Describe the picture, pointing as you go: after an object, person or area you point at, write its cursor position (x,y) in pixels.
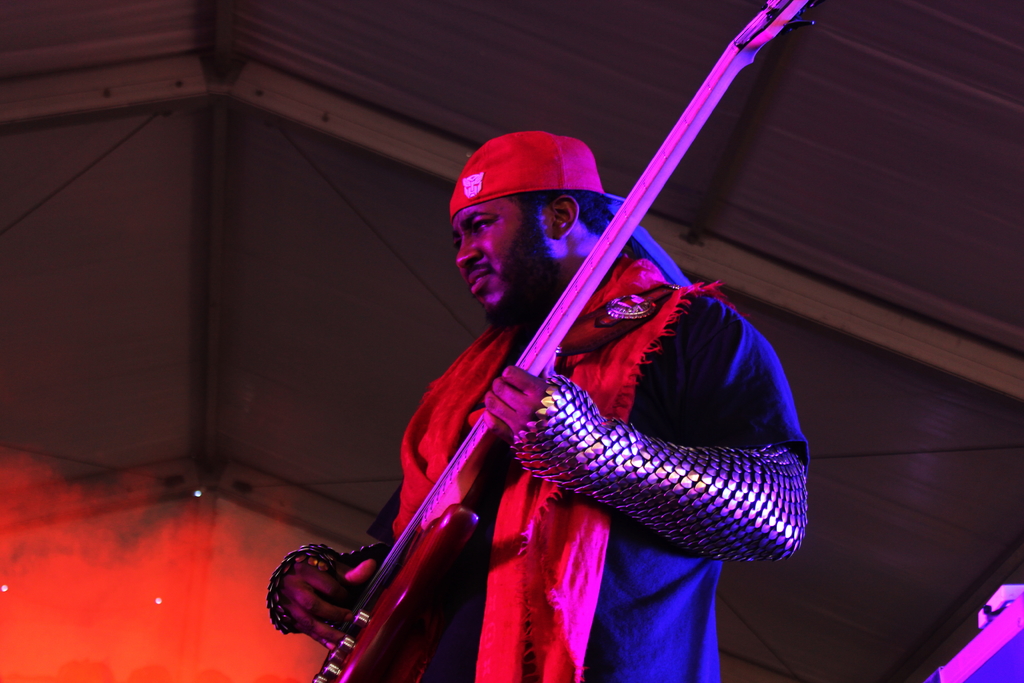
In this image we can see a person (512,441) holding a guitar (389,639). In the background (143,203) there is a roof (872,285).
